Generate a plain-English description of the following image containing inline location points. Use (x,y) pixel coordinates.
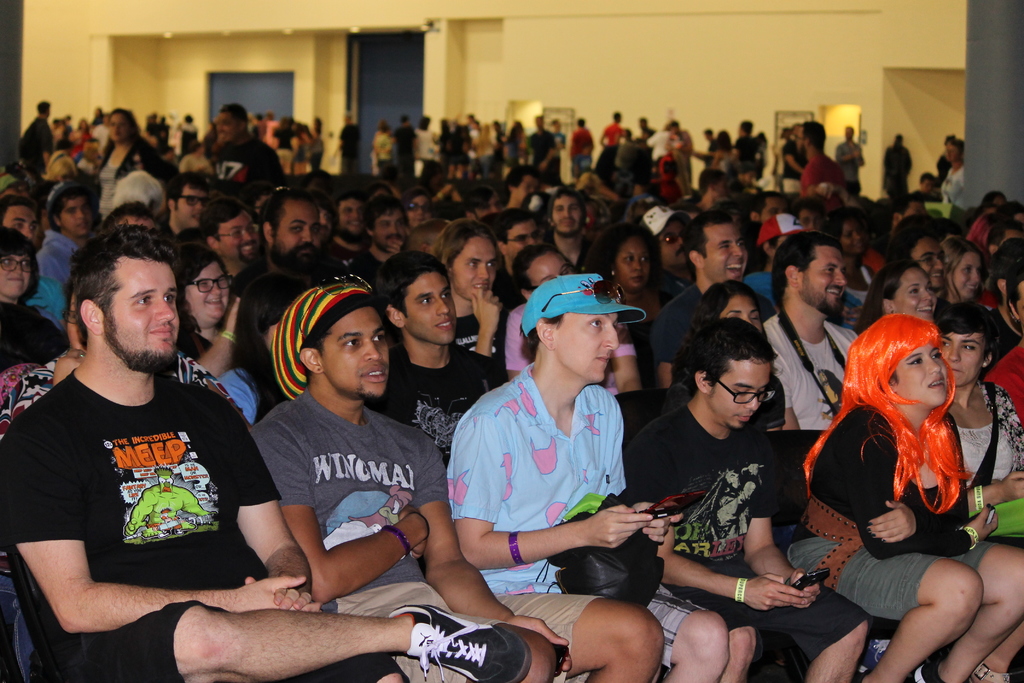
In this picture I can see group of people (527,421) sitting, there are group of people (719,135) standing, there are lights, there are boards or frames (559,127).
